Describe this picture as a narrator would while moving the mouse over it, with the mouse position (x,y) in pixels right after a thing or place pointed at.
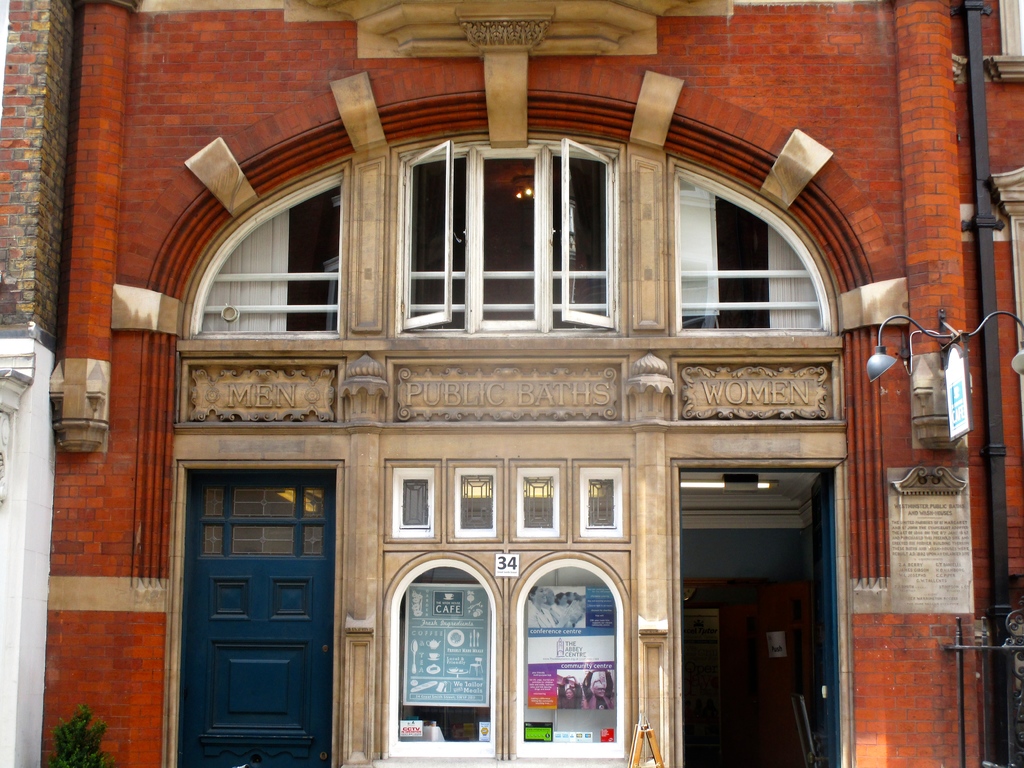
This image consists of a building (663,615). To which there is an arch (518,308) in the front (482,566) along with two doors (827,591). To the right (989,375), there is a pipe (1007,586) fixed to the building (936,463), beside that there are light (955,337). To the left (30,246), there is a wall (46,242).
